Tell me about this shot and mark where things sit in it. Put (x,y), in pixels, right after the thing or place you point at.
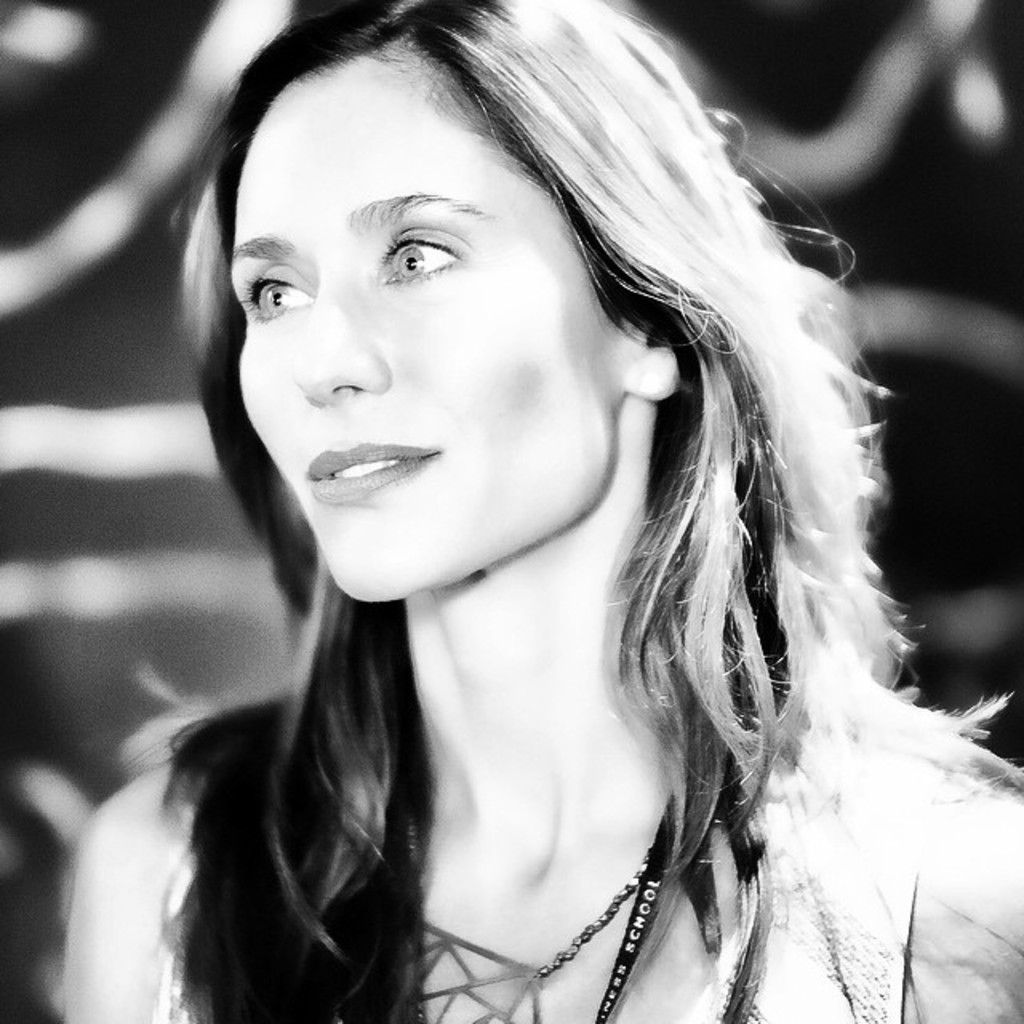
In the image we can see a woman (296,139). Background of the image (943,17) is blur.
